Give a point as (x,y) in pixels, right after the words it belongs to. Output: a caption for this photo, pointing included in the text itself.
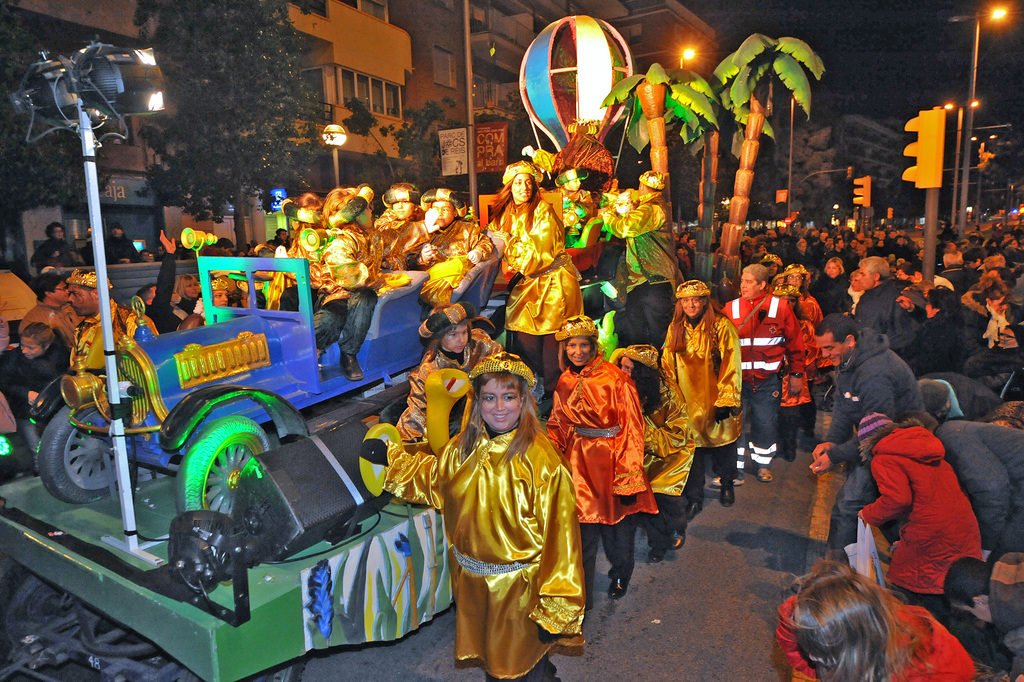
In this image I can see some people (626,303). On the left side (262,314), I can see a vehicle (215,347), the trees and the buildings (365,97). At the top (684,50) I can see the lights (986,18).
